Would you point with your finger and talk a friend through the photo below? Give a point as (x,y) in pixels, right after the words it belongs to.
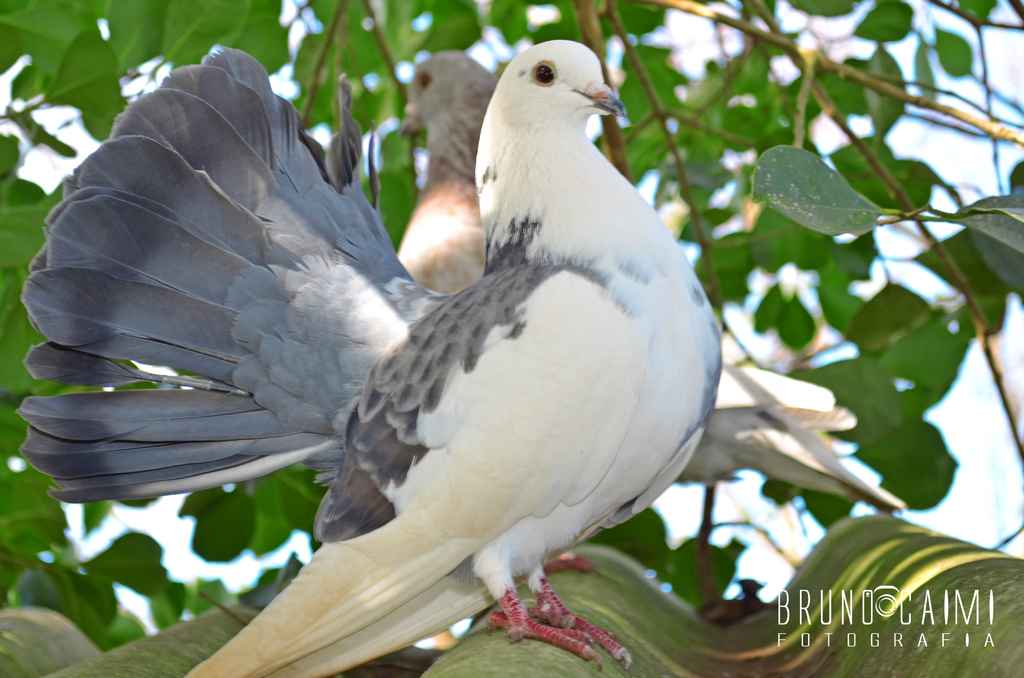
In the foreground of this image (549,305), there are two pigeons (491,230) on a roof (713,654). Behind it, there is a tree (819,178). In the background (961,152), there is a sky (961,154).
